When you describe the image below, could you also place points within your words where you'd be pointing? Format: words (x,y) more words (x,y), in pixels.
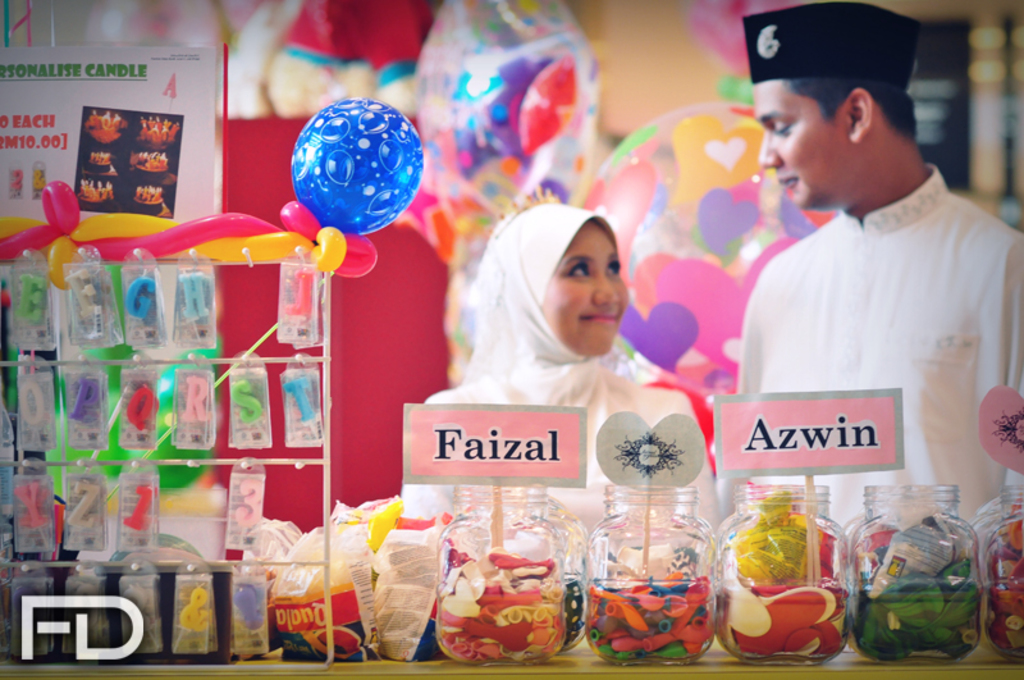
In this image we can see two persons (542,305) are standing, and smiling, they are wearing the white dress (907,218), in front (566,523) here are the balloons (669,629) in the jar (676,579), there are name plates (847,466), there are alphabets (78,300) hanging, there it is blurry.
